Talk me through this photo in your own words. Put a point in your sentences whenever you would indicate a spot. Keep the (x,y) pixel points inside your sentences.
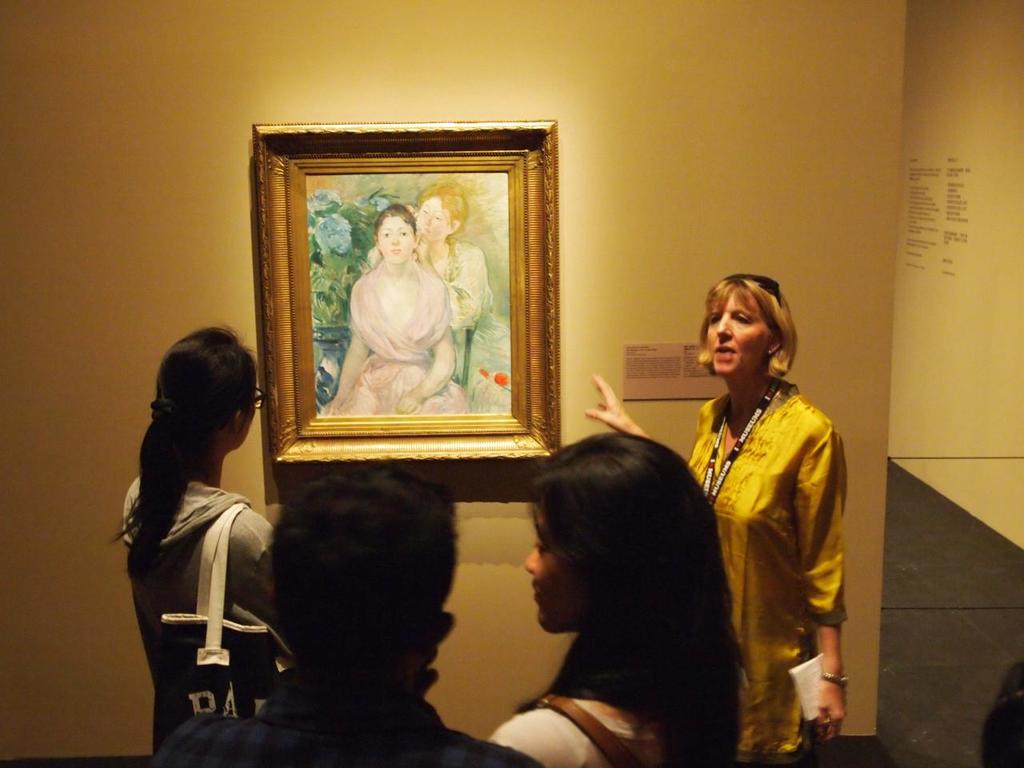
In the picture we can see a wall (79,539) with a photograph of a women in it and near the wall (208,202) we can see a woman (773,393) standing and explaining to some people (651,675) about the woman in the photo frame (361,137).
